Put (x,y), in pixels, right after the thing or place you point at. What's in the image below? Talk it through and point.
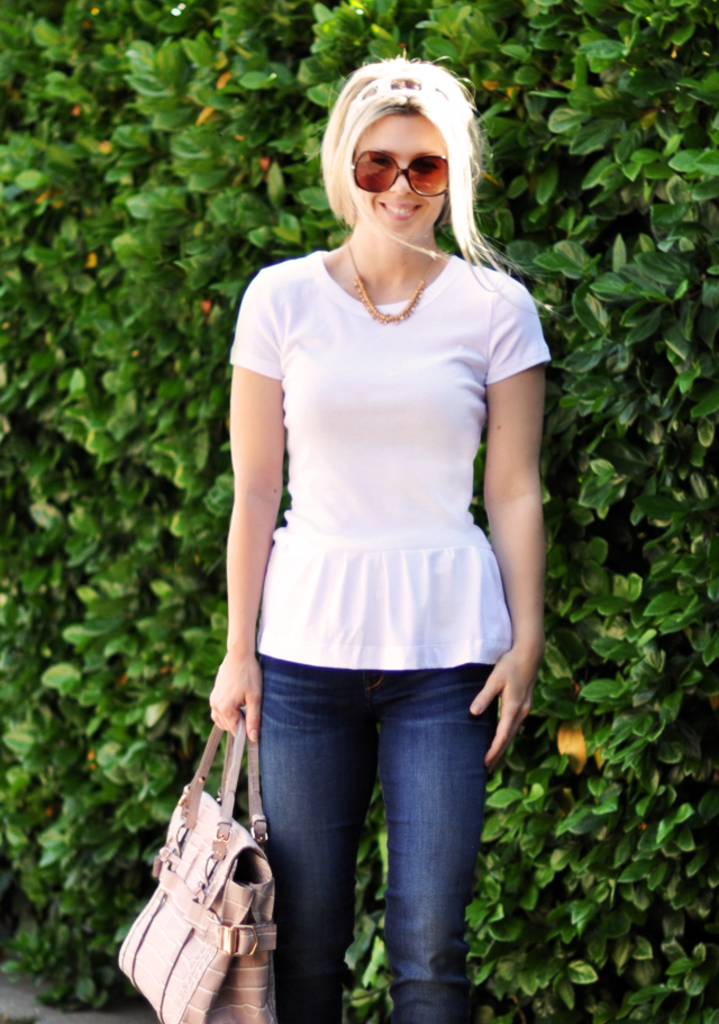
There is a woman (414,375) in white color t-shirt (414,375), wearing spectacle (428,188), laughing and standing. And She is holding a handbag (250,902) also. In the background (700,319), there are plants (614,157).
